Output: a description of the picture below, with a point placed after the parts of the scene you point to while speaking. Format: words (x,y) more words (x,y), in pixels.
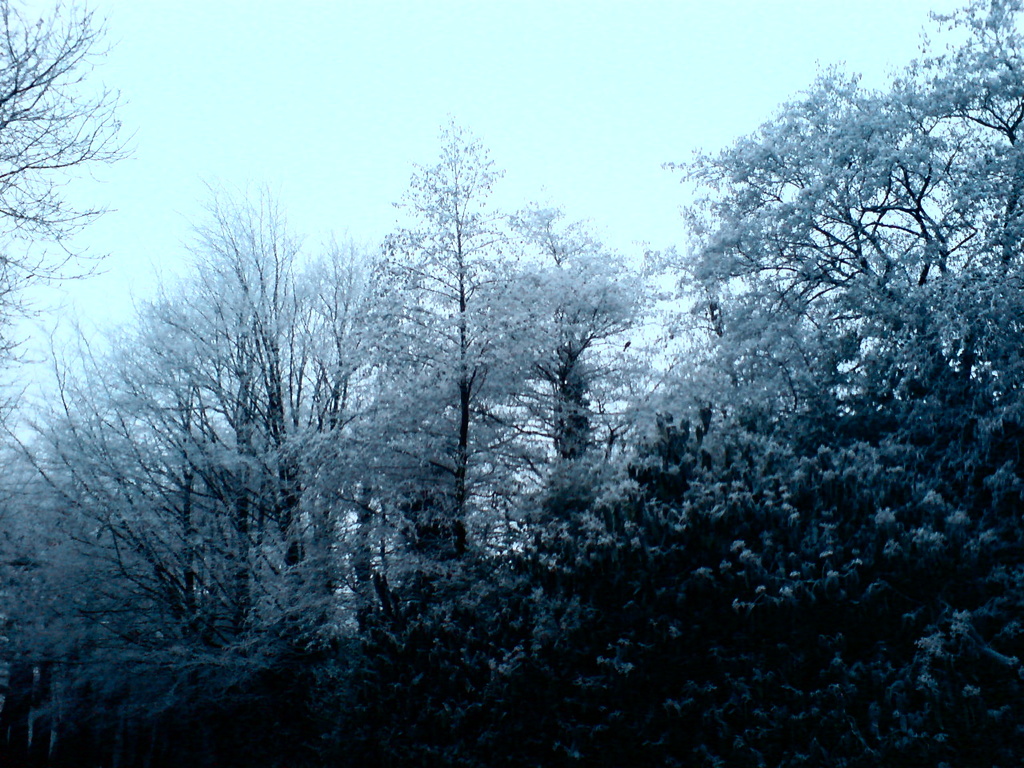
In this image there are plants (590,568) with flowers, trees (737,224), sky (589,35).
